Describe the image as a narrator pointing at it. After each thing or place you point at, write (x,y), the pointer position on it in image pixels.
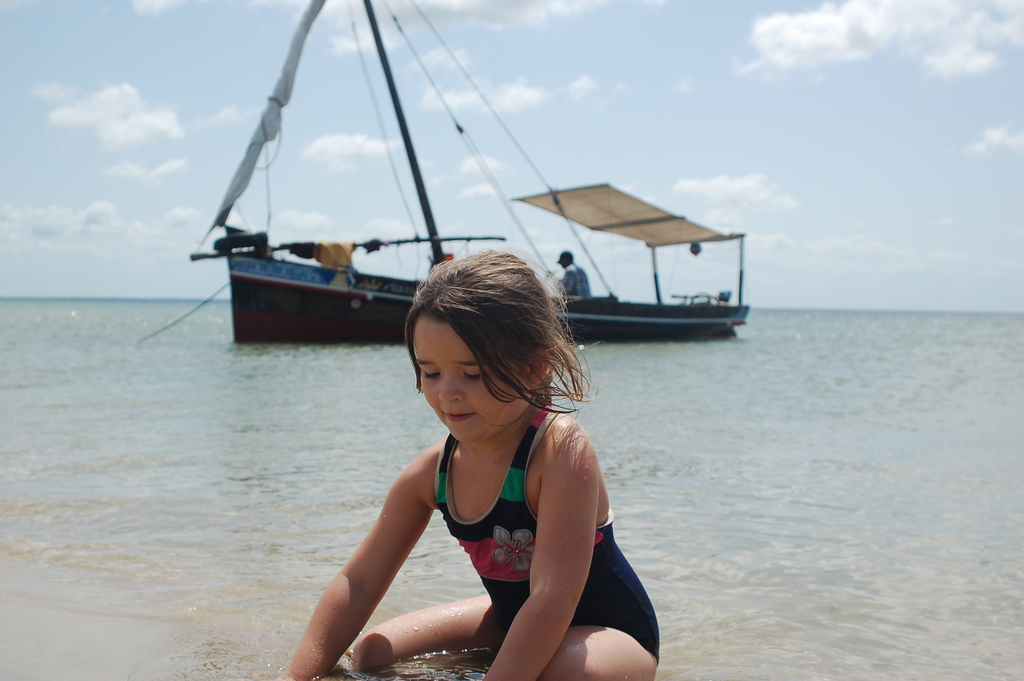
In this image I can see a girl (581,595) wearing black, red and green colored dress (511,488) is in the water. In the background (317,310) I can see a boat (594,315) which red, white and blue in color is on the surface of the water (260,360) and a person (567,264) is in the boat (570,308). I can see the sky (570,247) in the background (650,141).
